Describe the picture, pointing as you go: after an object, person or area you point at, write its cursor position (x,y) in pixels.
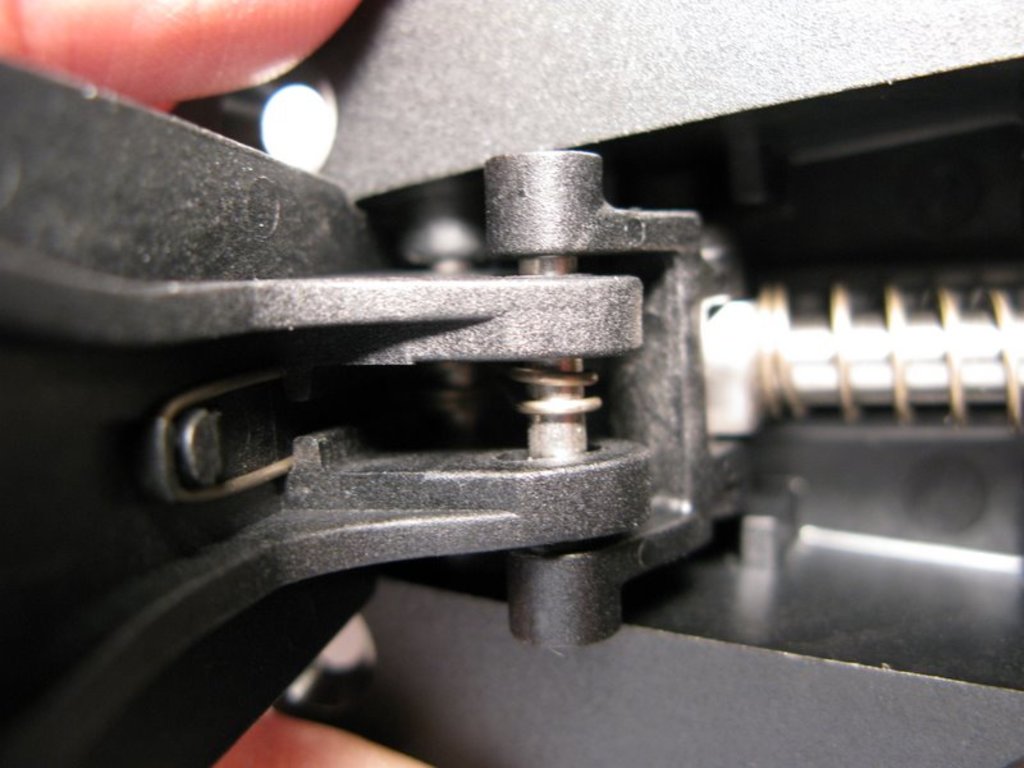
In this image I can see the black color object (465,367) and the human hand (173,86).
